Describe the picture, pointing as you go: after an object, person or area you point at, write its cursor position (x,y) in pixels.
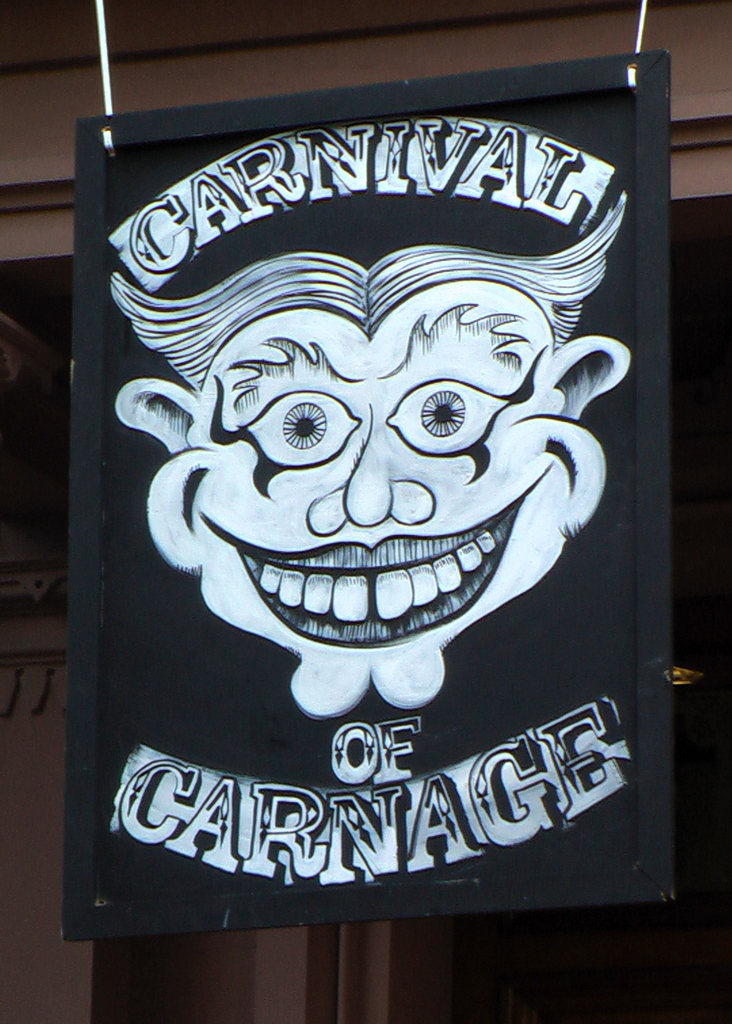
This image consists of a board (334,636) in black color. It is hanged to the roof (265,7). On which we can see a joker face (380,566) along with the text (341,829).
